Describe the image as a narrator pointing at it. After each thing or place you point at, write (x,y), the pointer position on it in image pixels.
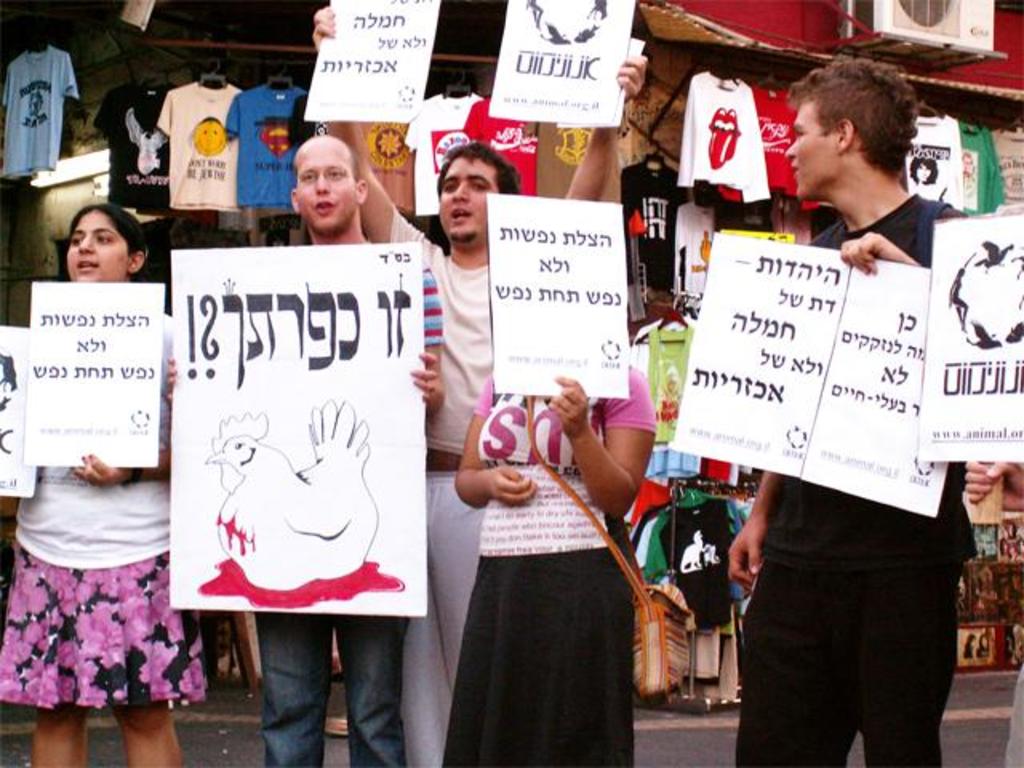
In this picture we can see a group of people (273,689) holding the cards (267,402) and standing on the road (222,740). Behind the people (81,755), there are clothes (265,194), an air conditioner outdoor unit (949,20) and some objects (876,41).
